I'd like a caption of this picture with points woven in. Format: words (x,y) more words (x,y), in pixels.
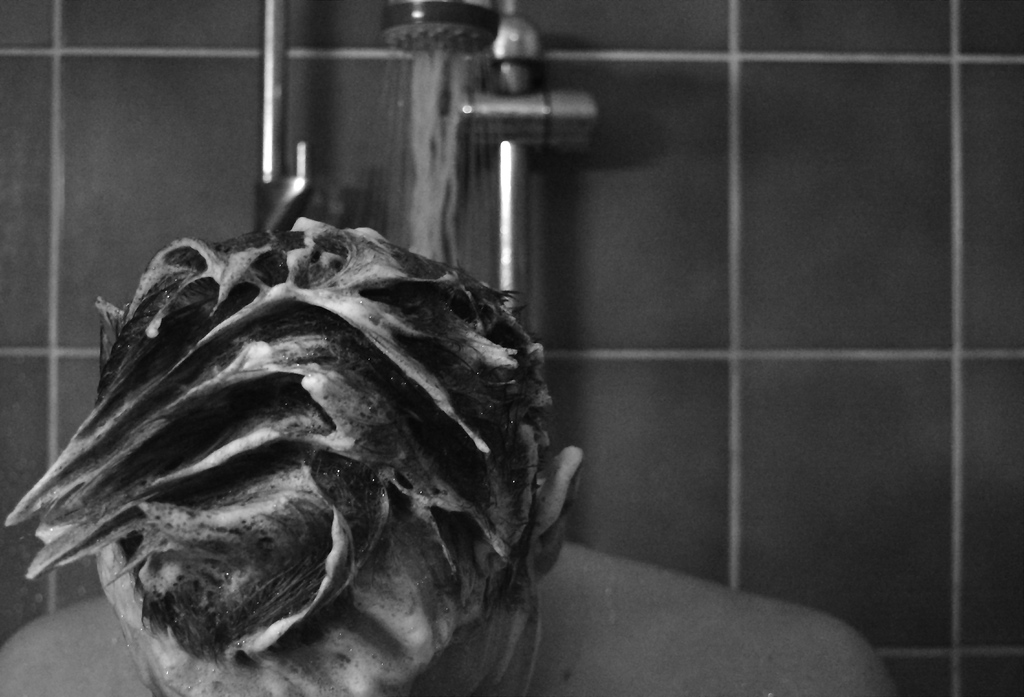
In this image we can see a person (464,619). In the background (708,423) there is a wall (782,242) and we can see a shower (446,33).
